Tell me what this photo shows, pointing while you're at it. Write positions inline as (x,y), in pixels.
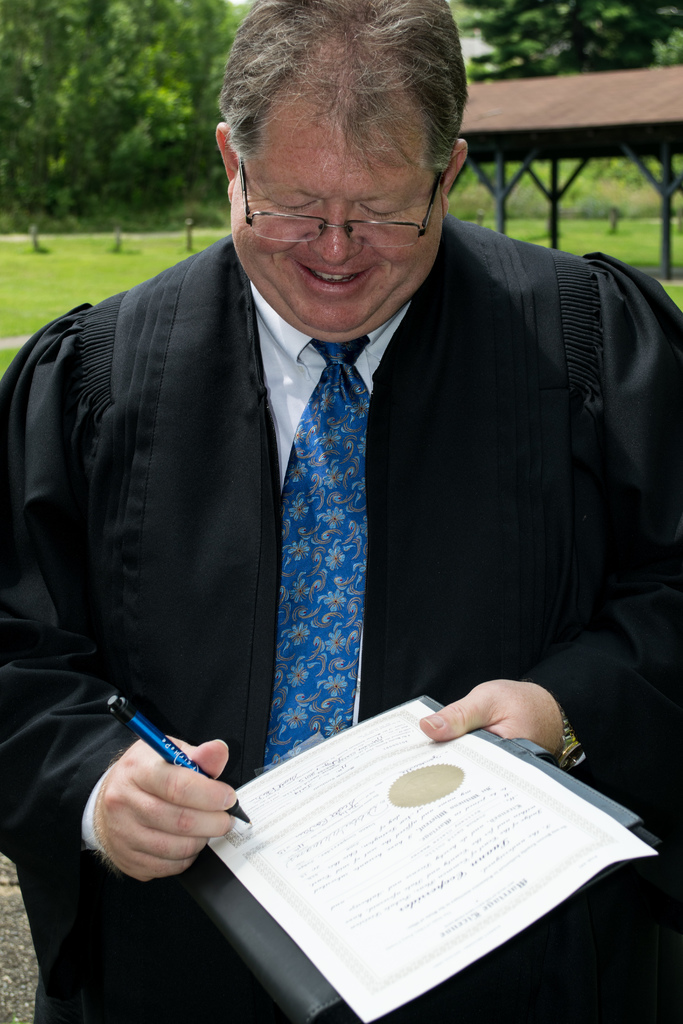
In this image, we can see there is a person (334,80) in the black color coat (78,347), holding a document (486,826) with a hand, holding a pen (136,728) with other hand (217,775) and writing on the document (272,795). And he is smiling. In the background (215,153), there is a shelter (627,82), there are trees (39,14) and grass (142,244) on the ground (133,265).
